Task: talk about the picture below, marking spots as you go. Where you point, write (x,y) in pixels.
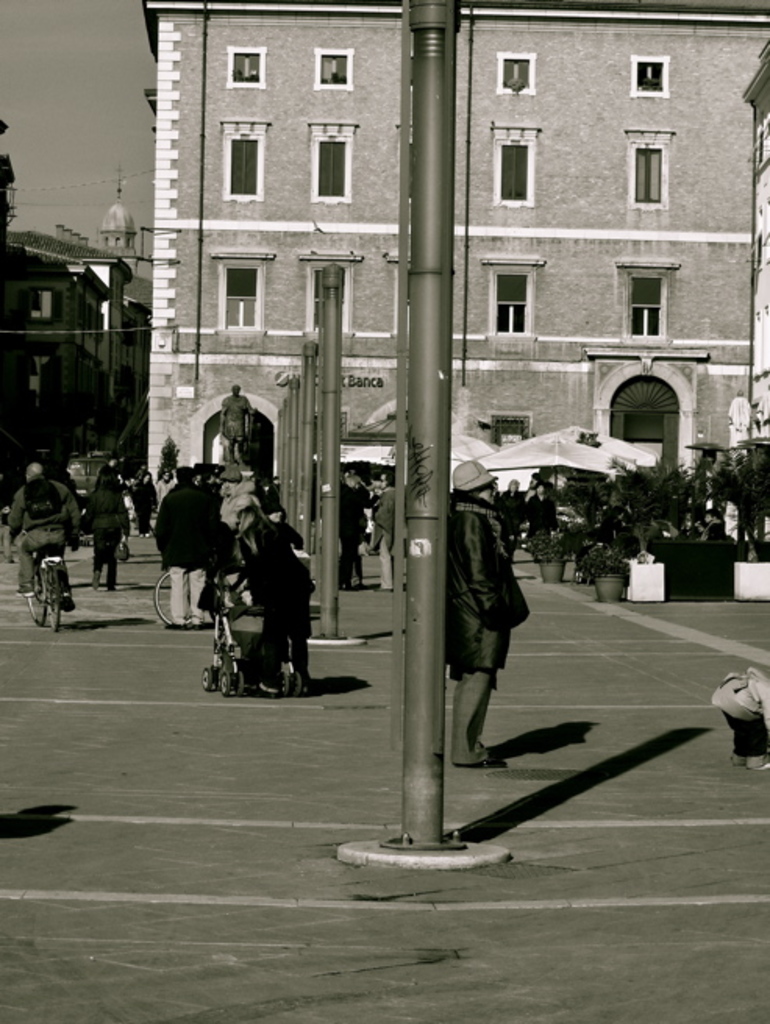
On the road (457,770) to the right side (761,733) there is a kid (741,701) bending. In the middle (460,566) there is a pole (438,563) with a girl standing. To the left side of the road (212,641) there is a man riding bicycle (42,577). In the background (301,285) there is a building (391,229) with windows (236,156) and door (620,401). In front of the building (319,140) there are plants (620,500). And to the left side (113,369) there is another building (87,339).
